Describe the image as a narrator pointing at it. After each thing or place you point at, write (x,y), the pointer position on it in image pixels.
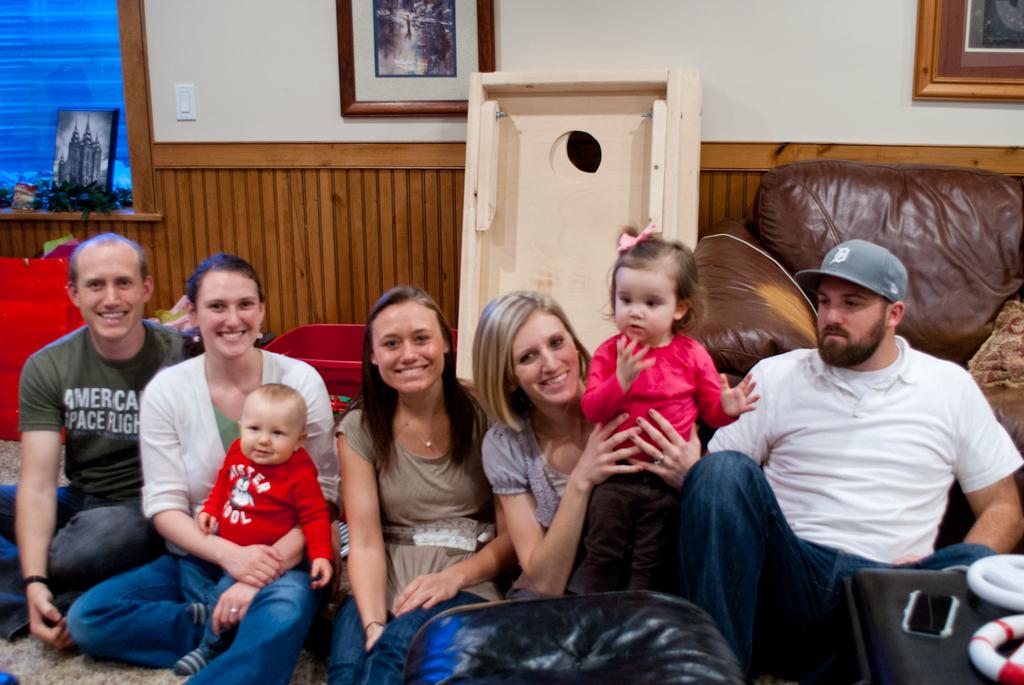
In this picture I can see there are few people (777,444) sitting here and there are two kids (285,517) and in the backdrop (242,55) I can see there is a wall (296,46) with a photo frame (346,94).
